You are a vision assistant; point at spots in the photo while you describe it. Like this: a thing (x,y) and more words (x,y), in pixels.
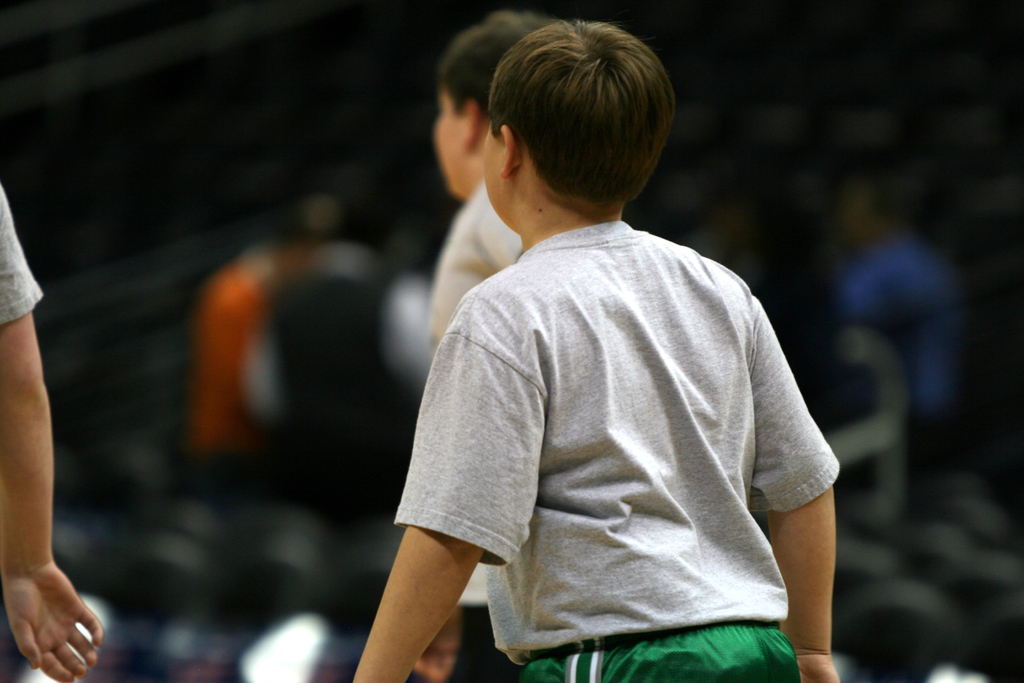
In this picture there are two boys (637,376) wearing a grey color t-shirt (680,588) and green shorts (665,660), standing in the ground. Behind there is a blur background (897,295).
